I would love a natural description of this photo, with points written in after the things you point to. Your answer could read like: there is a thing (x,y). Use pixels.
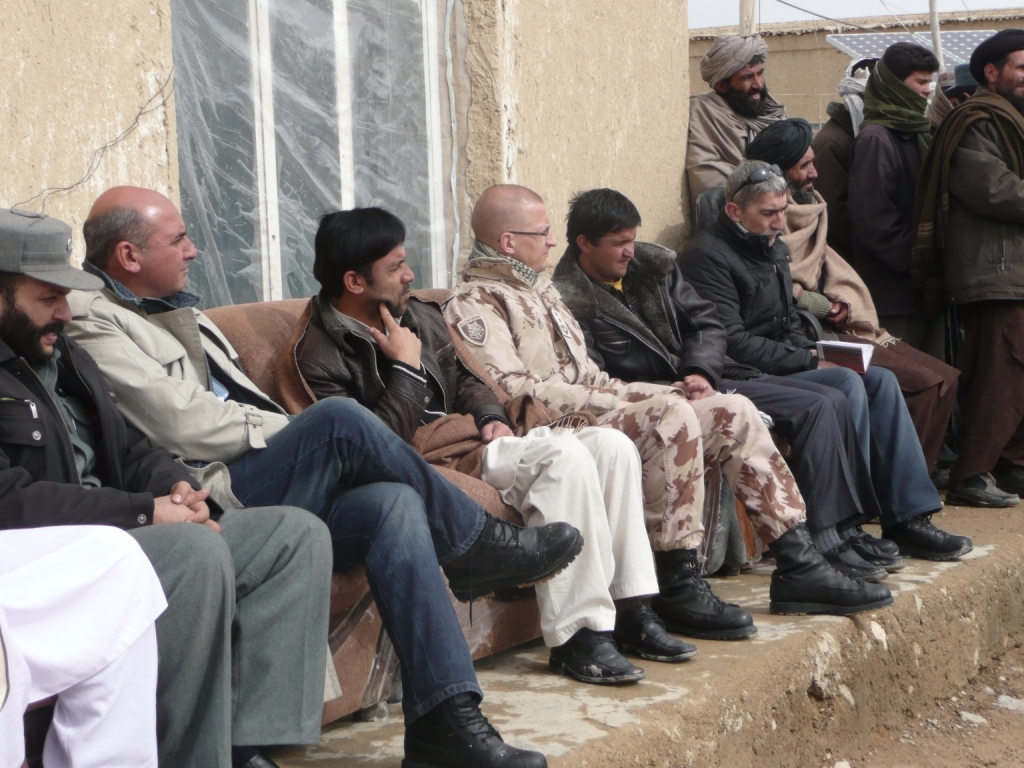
In this image in the center (387,399) there are some people (346,404) who are sitting on couch (477,471), and some of them are standing. In the background (203,137) there is a window (366,105), wall (572,98) and a house (844,58). At the bottom (874,673) there is a walkway (868,691).
